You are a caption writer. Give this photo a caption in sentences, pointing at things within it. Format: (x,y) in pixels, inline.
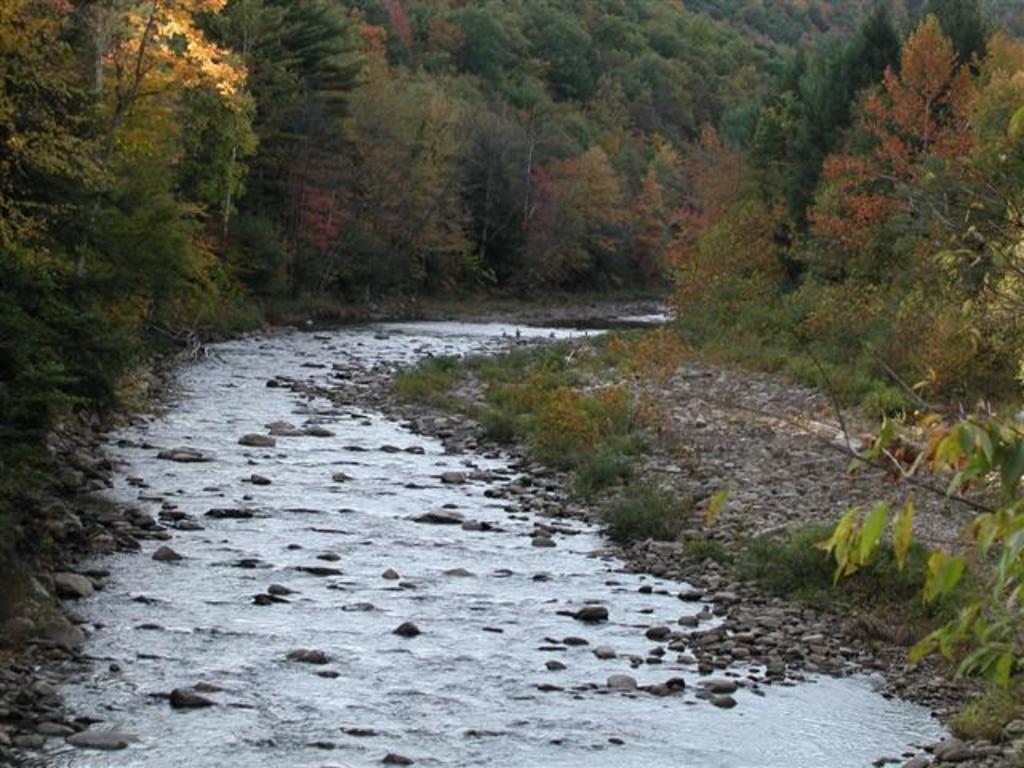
In this image we can see river (463,538), plants (657,515), stones (664,440) and trees (200,115).
